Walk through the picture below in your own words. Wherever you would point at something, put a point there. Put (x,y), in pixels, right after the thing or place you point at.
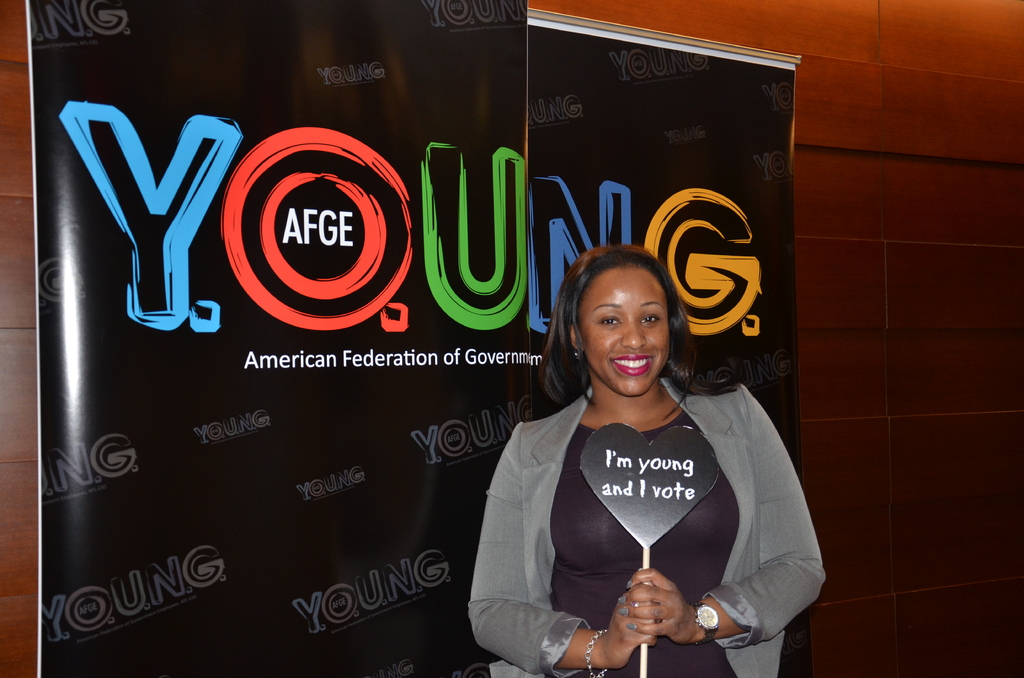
In this image we can see a woman (750,499) wearing black dress (589,570) is holding a board (642,535) on which we can see some edited text (646,487) and she is smiling. In the background (789,295), we can see two black color banners (312,200) on which we can see some edited text (240,236) and here we can see the wall (927,274).
